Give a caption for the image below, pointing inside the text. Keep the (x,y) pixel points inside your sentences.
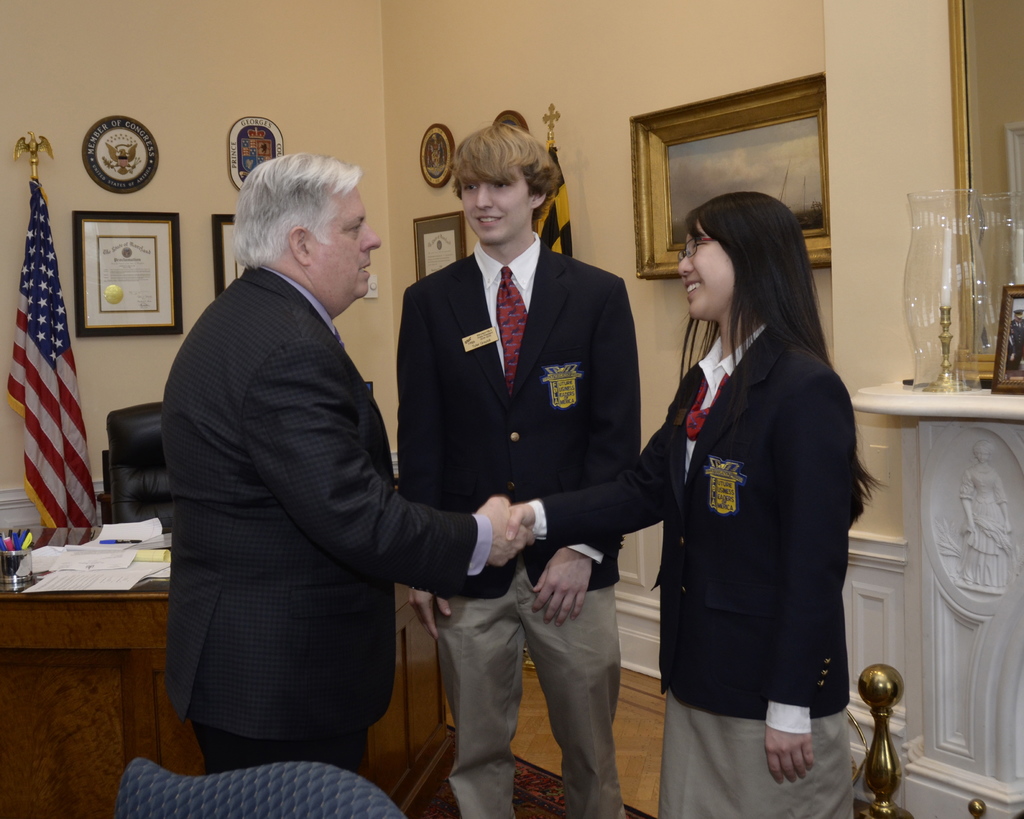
In the background (723,171) we can see the frames (637,161) on the wall (536,69), flags (553,112) and a chair (130,474). On the table (85,675) we can see paper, pen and ink holder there are pens (25,543). In this picture we can see man (260,437) and a woman (718,497) shaking their hands (527,517). In the middle (548,465) we can see a man (511,276) is standing on the floor (636,757). On the right side (938,356) we can see a candle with stand (942,386) and a glass chimney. We can see a mirror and a stand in the bottom right corner (865,699).
